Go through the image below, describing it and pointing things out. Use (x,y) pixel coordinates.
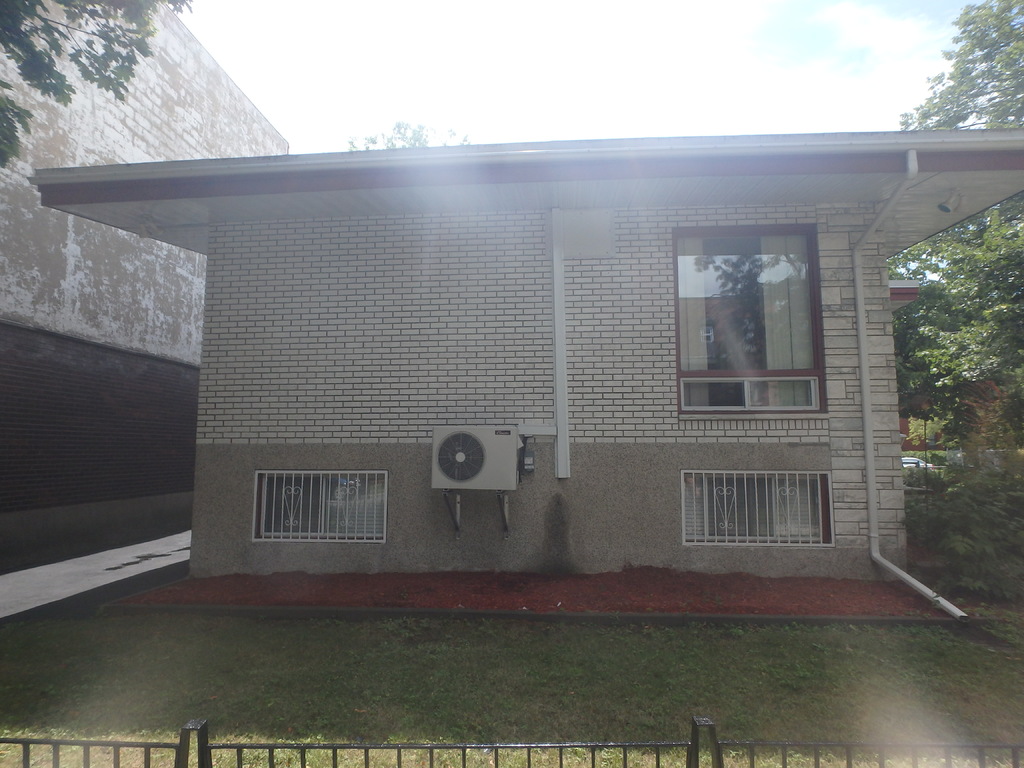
In this image we can see buildings (504,399), air conditioner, grills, ground (316,672), trees (1017,578) and sky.
